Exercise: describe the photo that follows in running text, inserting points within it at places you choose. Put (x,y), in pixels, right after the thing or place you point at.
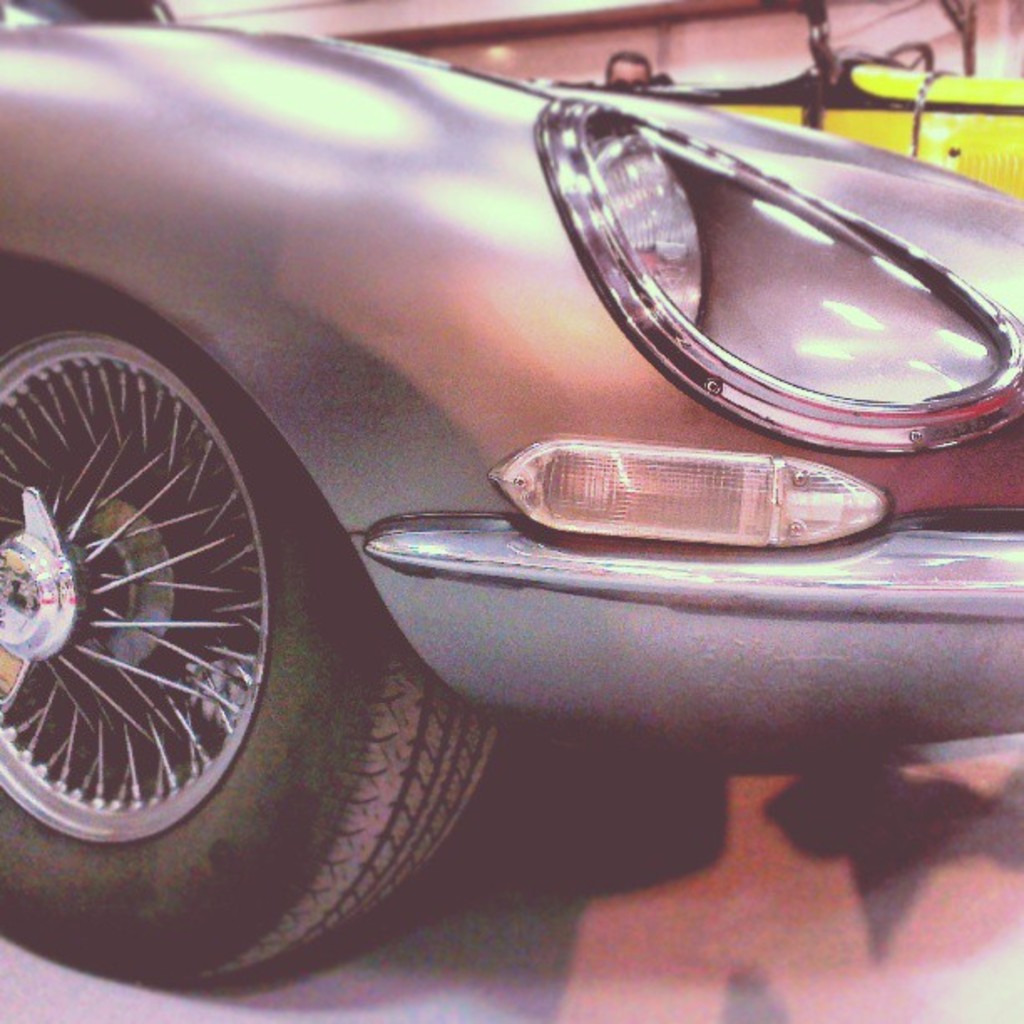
In this image I see a car (427,297) which is silver in color and in the background (862,82) I see the yellow color thing (1003,120) over here and I see a person's head (627,64) over here.
